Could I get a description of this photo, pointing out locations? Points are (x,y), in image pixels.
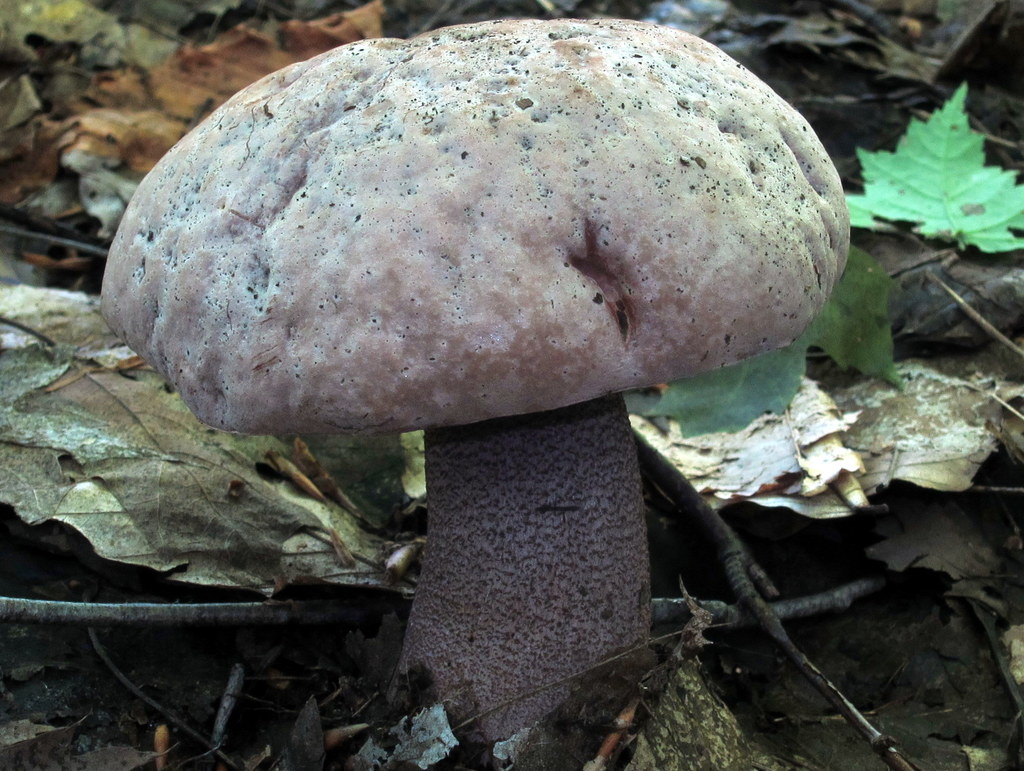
In the center of the image (461,398) we can see a mushroom (534,617). In the background (911,257), we can see leaves (936,388) and twigs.
